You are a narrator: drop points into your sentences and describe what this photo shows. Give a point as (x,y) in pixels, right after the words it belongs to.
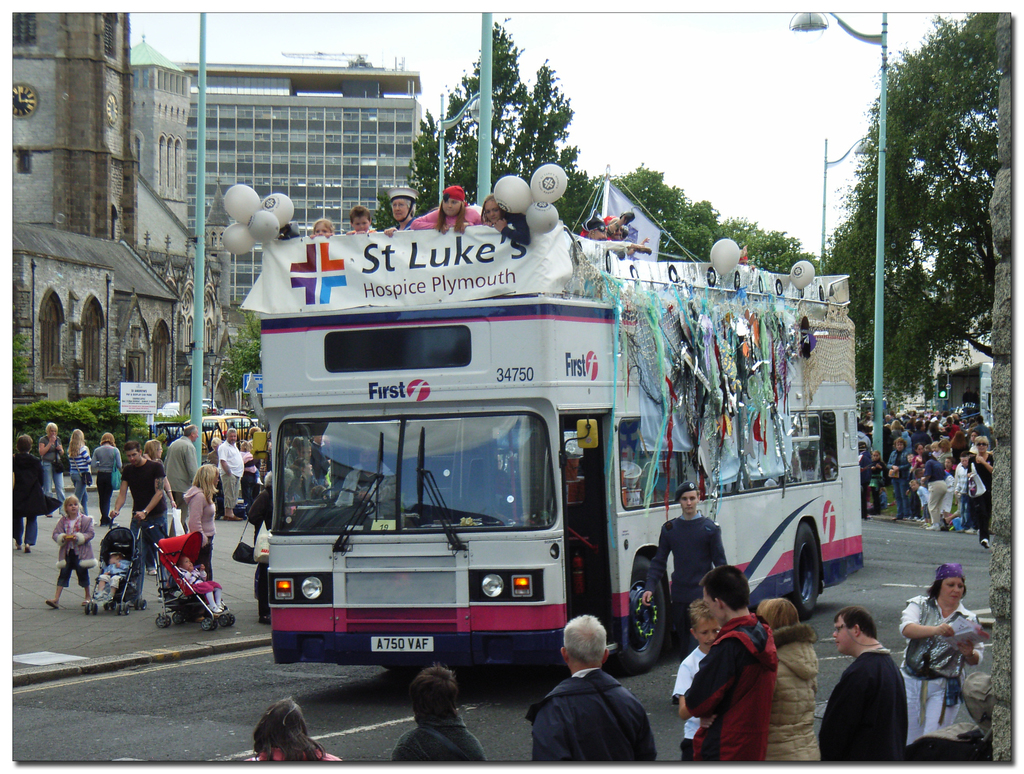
In this picture I can see buildings (237,160), trees (575,158) and few pole lights (200,138) and few people (602,751) standing and few people (132,509) walking and I can see couple of baby trolleys (138,585) and few of them wore bags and I can see a bus (539,444) moving on the road (44,689) with a banner (315,247) and I can see text (372,252) on the banner (454,267) and few balloons (549,180) and a cloudy sky (710,99) and I can see plants (116,429) and couple of boards (247,383) with text (124,407).
